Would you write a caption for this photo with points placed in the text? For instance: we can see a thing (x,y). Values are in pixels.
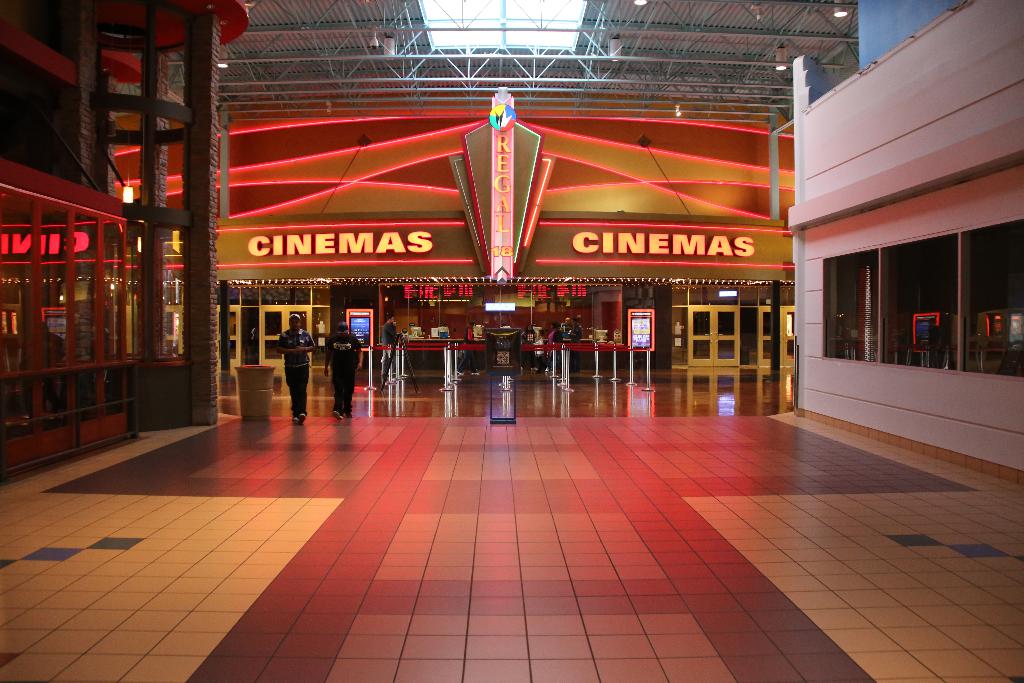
This is the picture of a building (594,269), there is text (686,239) on the wall (443,267). In the foreground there are two people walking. At the back (570,319) there are people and there is a railing (530,351). There are screens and there are objects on the table (427,355) and there are doors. At the top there are lights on the roof (542,61). At the bottom (572,641) there is a floor (476,645).
